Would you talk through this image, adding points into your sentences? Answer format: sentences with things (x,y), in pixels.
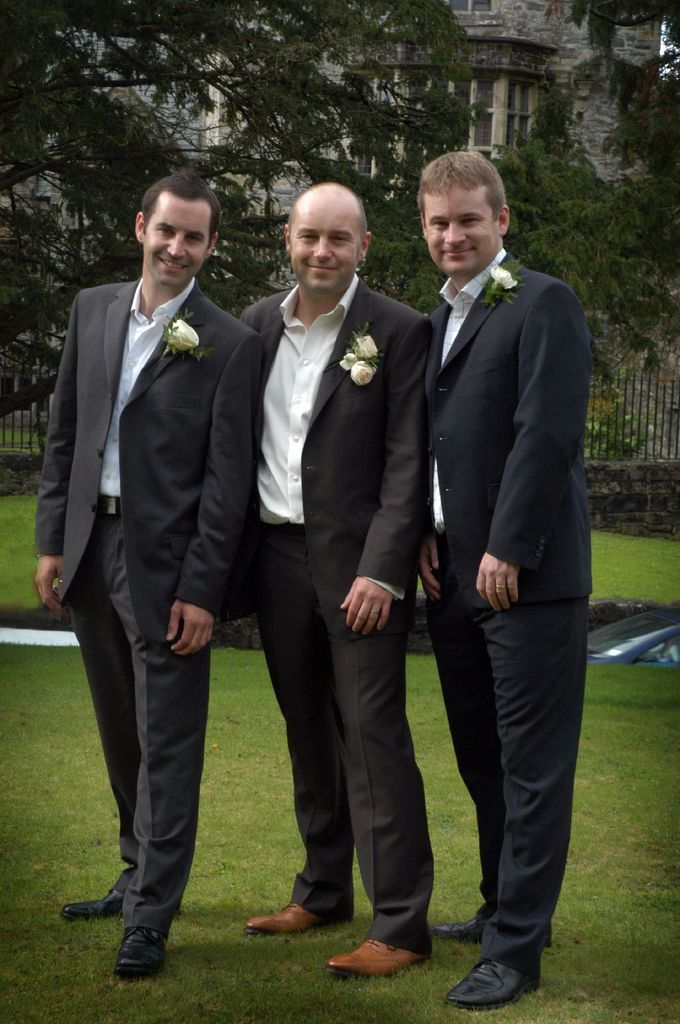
In the picture we can see three men (360,544) are standing on the grass surface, they are wearing blazers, shirts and a flower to their blazers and in the background (277,140) we can see some trees (282,161) and a building wall (569,49) with a window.
